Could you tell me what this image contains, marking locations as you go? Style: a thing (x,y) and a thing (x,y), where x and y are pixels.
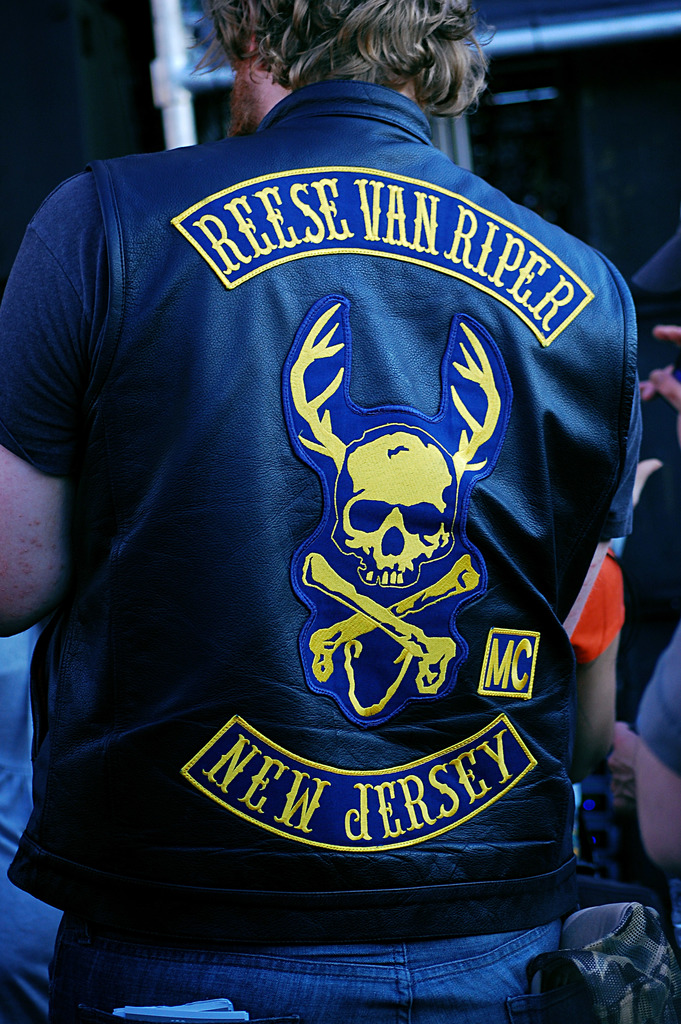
In this image I can see a person (152,746) standing and the person (152,805) is wearing blue shirt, blue pant (416,986). Background (592,712) I can see few other persons (589,721) and a pole (166,34).
